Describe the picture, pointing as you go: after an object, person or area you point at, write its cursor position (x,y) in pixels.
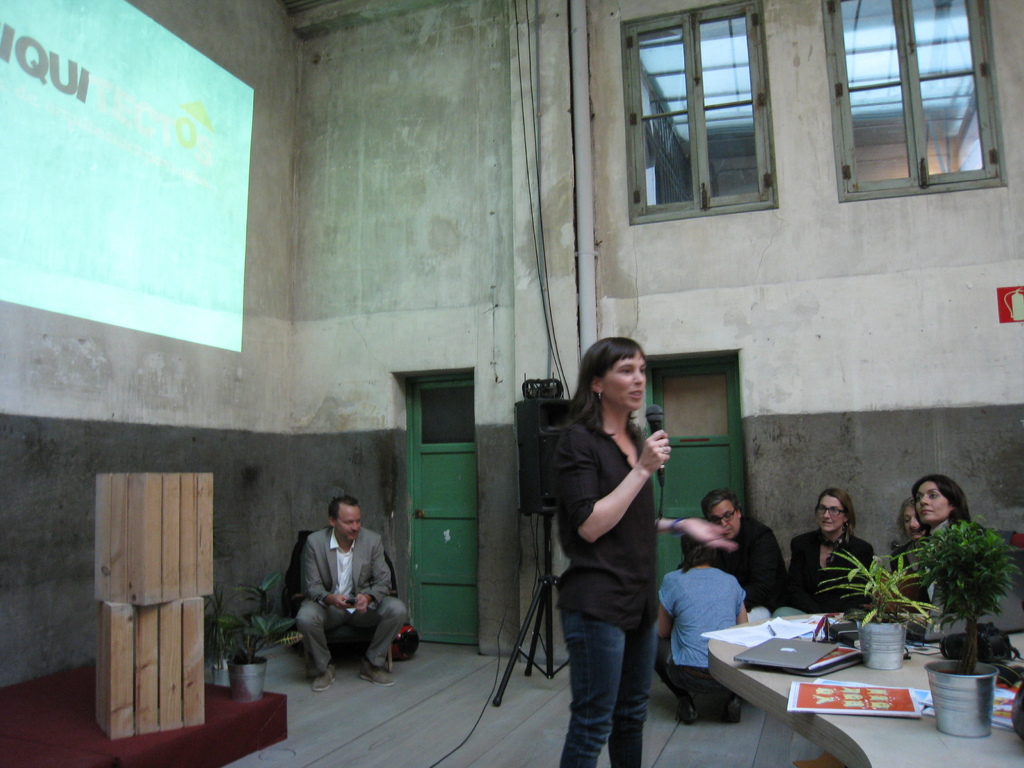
In this image I can see a woman (608,566) standing and holding a microphone (660,416). There are plant pots (865,570), laptop (805,644) and papers (869,693) on a table (964,761), on the right side (801,632). People (323,603) are sitting at the back (847,548). There is a projector display (144,143) on the left (169,529) and there are 2 wooden boxes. There is a building (591,185) at the back (616,69) which has a pipe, 2 green doors (671,540) and window (743,154) at the top (764,159).
